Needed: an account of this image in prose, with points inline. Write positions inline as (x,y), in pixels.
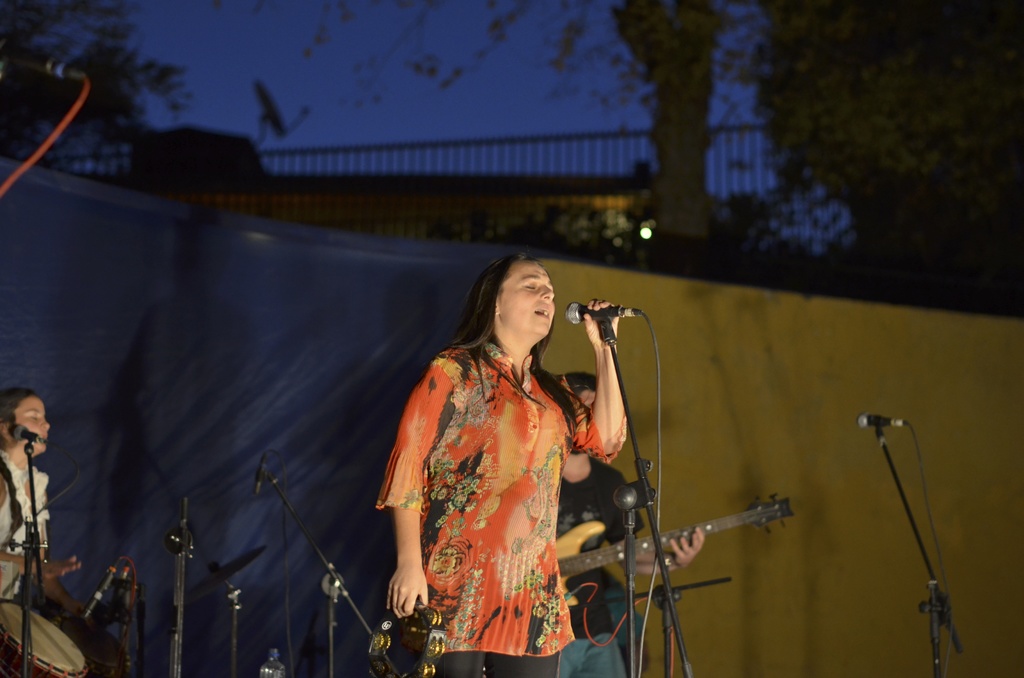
There are 3 people (466,483) here and in the middle (516,324) a woman (517,456) is singing. In the background (693,280) we see a wall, fencing (445,169), trees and a sky (347,86). On the left (28,495) and right 2 persons (14,569) are playing musical instruments (42,634).
